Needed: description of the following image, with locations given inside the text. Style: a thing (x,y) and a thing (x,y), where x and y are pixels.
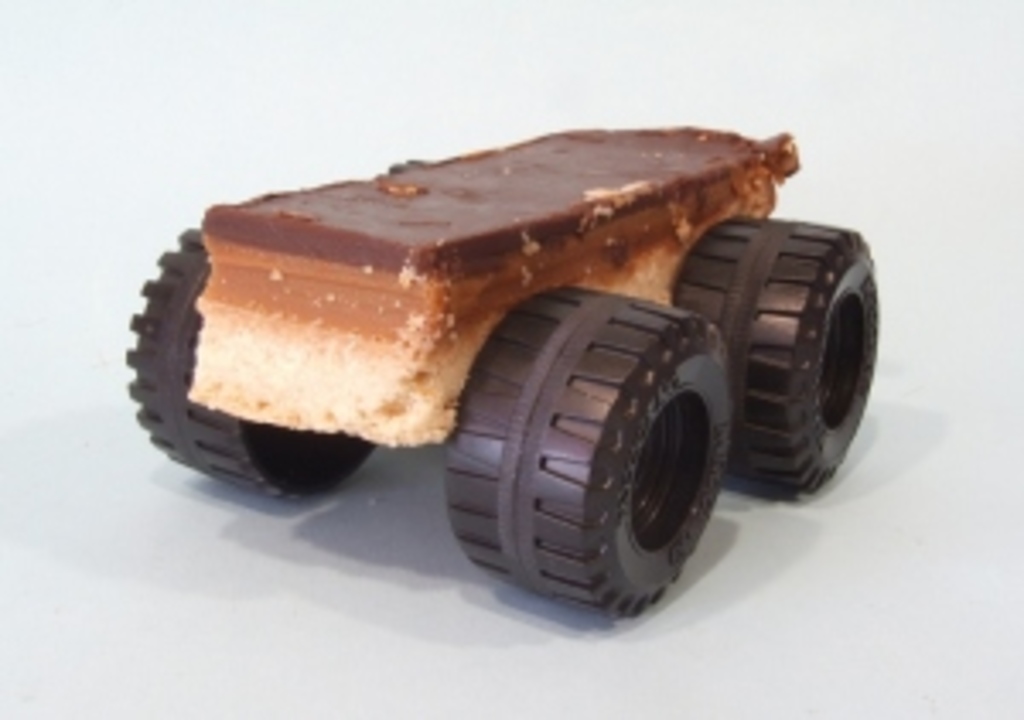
In this image, we can see a cake (345,270) on the toy (531,414).
